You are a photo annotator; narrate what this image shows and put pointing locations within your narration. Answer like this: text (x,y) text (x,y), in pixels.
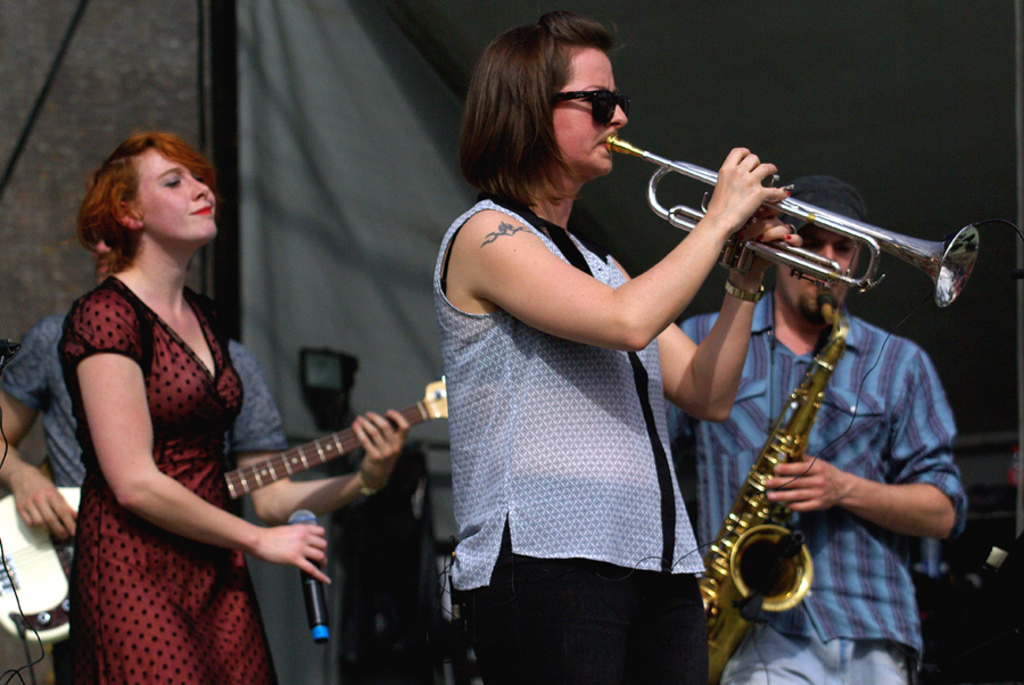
In this image I can see four persons (151,407) are playing musical instruments (798,556) on the stage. In the background (301,650) I can see a wall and a curtain (350,173). This image is taken may be on the stage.
